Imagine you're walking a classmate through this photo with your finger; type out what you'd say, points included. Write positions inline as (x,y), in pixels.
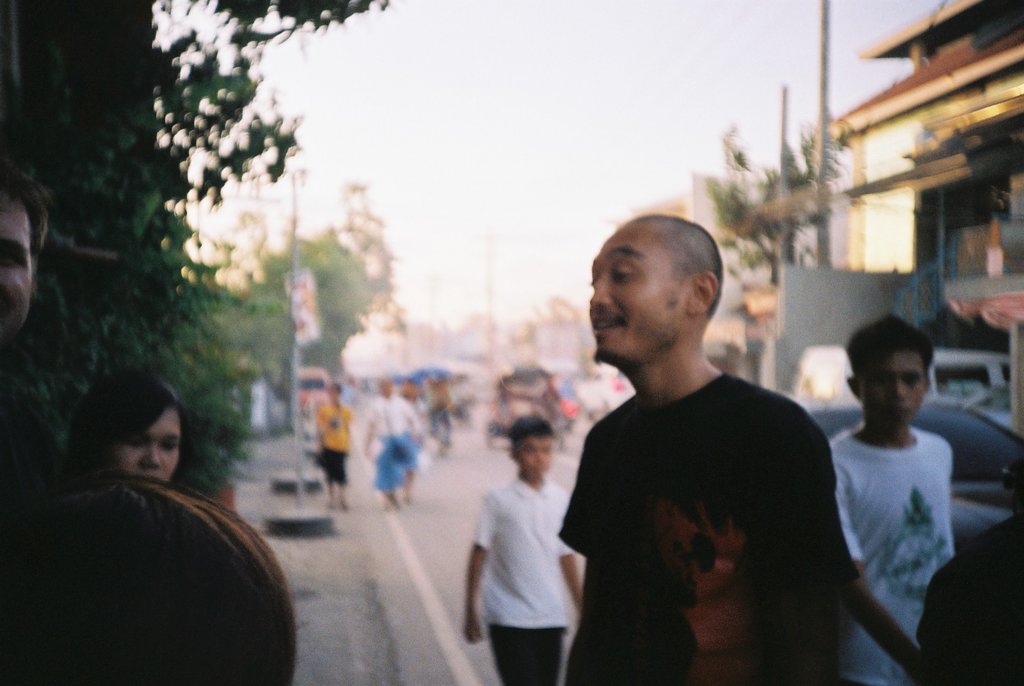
In this image we can see some people (98,548) in the street (462,633) and there are some buildings (985,252) on the right side of the image (904,134). We can see few vehicles (820,415) on the road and there are some trees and in the background (925,313) the image is blurred.
